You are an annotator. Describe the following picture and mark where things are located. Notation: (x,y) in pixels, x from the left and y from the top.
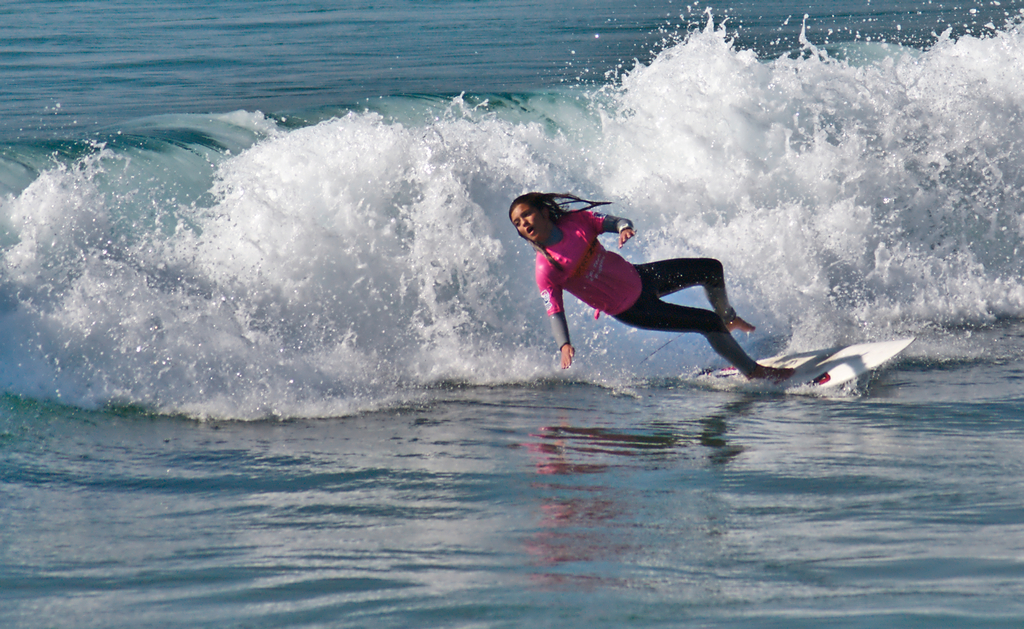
In this image there is a girl (596,304) in the middle (616,310) who is surfing in the water (709,385). In the background (395,165) there are waves (610,130).
